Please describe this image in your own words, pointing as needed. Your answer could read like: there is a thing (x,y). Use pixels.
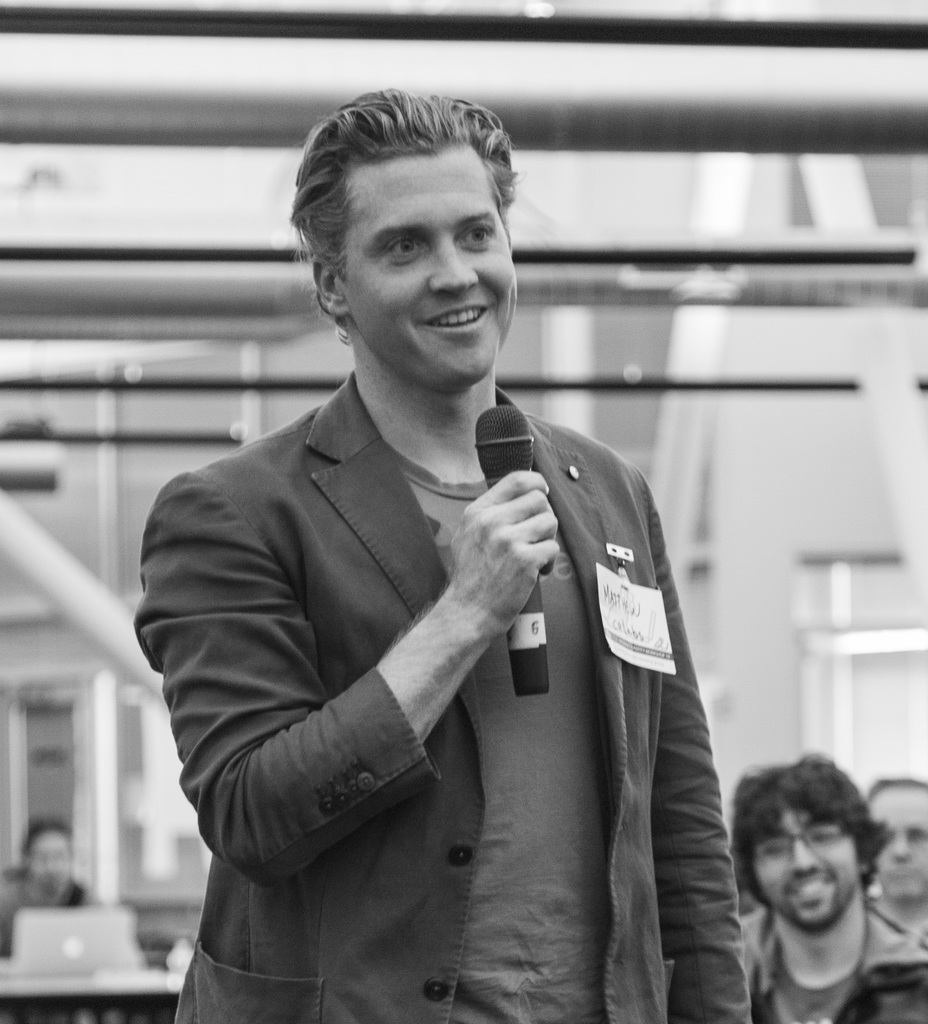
This is a black and white image. Here I can see a man (371,586) standing, holding a mike (487,436) in the hand (496,582) and smiling by looking at the right side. In the background (917,914), I can see some more people (889,842). The background (896,930) is blurred.
